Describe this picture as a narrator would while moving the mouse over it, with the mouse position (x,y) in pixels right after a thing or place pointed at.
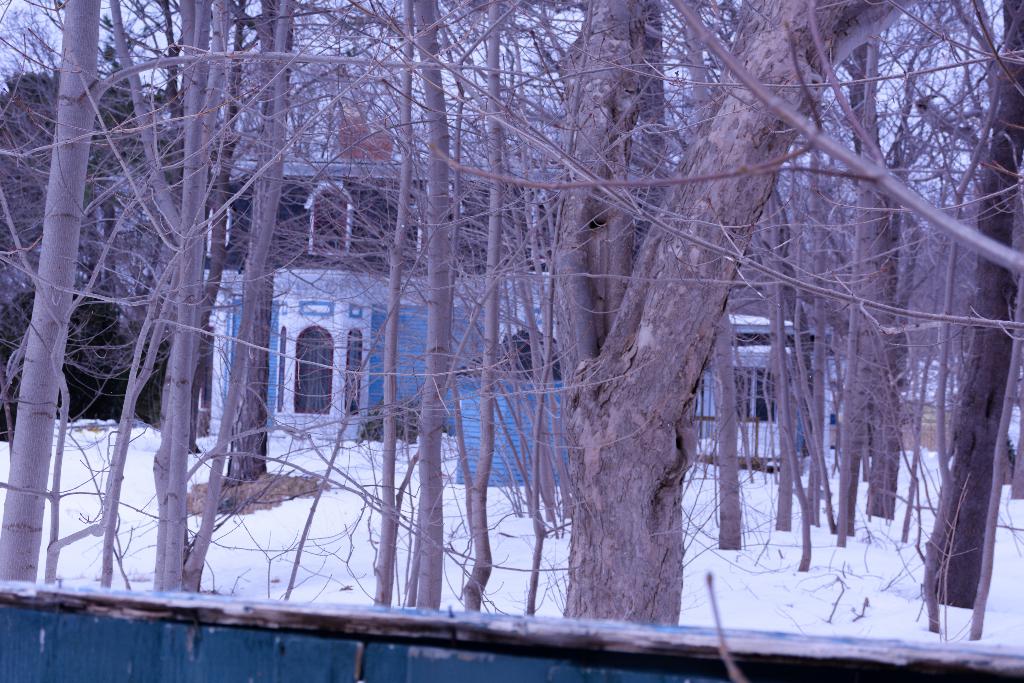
In this image we can see the snow (286,511) covered the ground (816,540) and there are some trees (28,369). There is a building (462,205) in the background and we can see the sky (899,45).
